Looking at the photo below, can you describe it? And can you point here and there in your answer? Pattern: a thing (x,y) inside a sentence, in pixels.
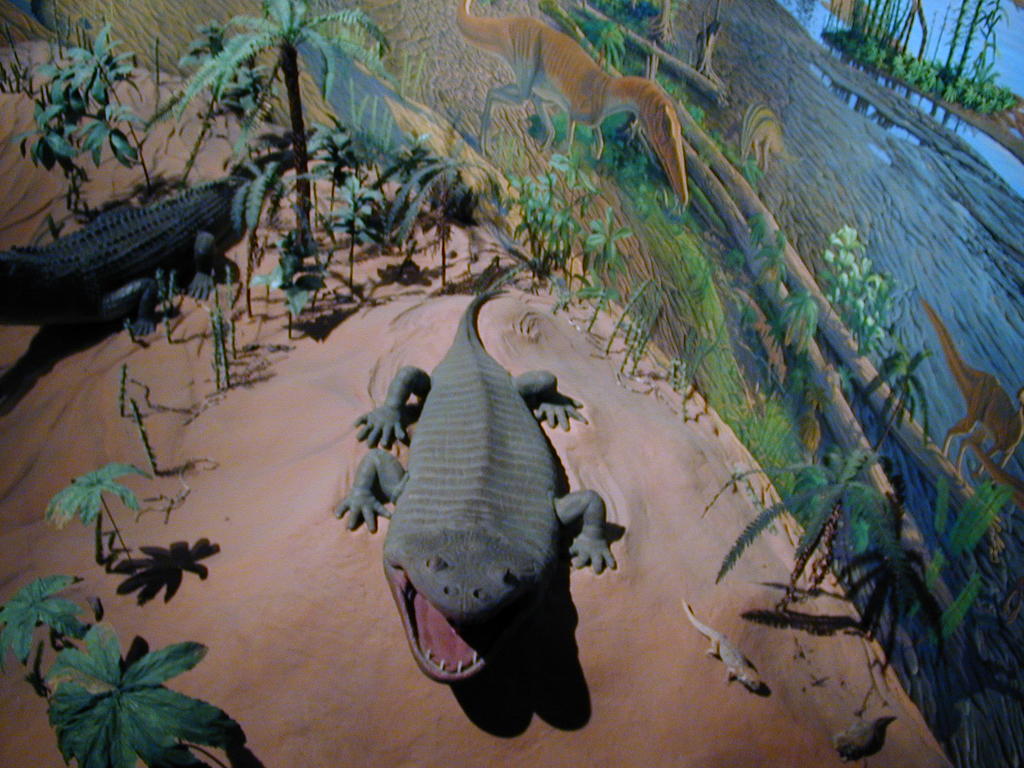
In the foreground of this image (420,446), there is a crocodile (526,552) which is not real is on the sand (346,620) and on left (135,317) there is crocodile trees (136,265) are placed. On right (943,354), there are dinosaurs (970,396), trees (871,486) and the river (966,282).
